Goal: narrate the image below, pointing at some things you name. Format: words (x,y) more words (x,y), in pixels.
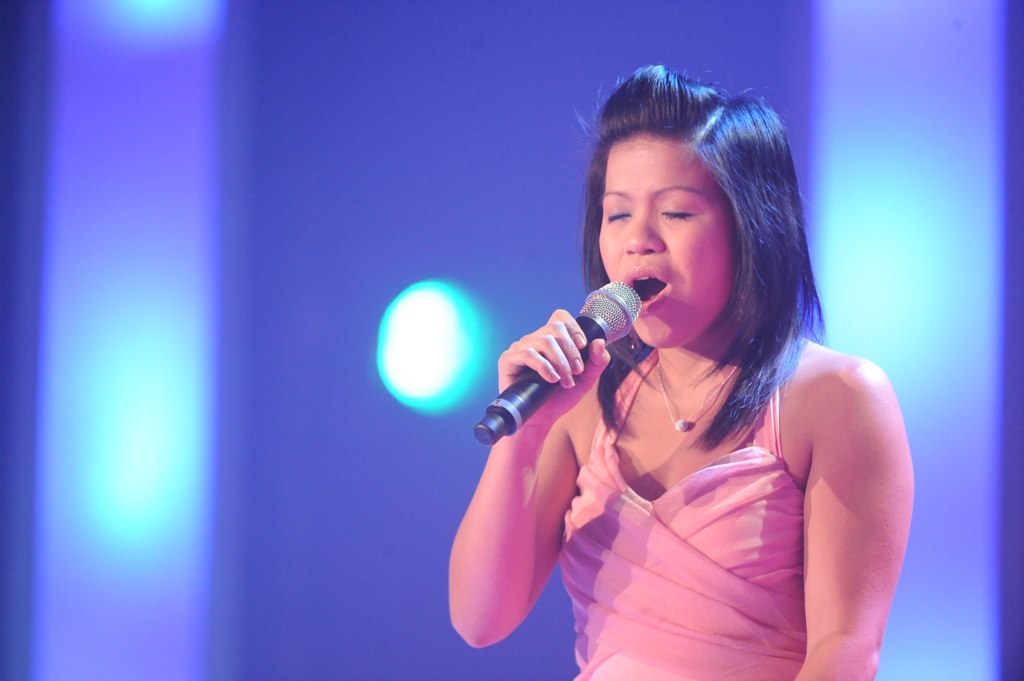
This image has a woman (903,470) holding a mike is singing as the mouth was widely open.
